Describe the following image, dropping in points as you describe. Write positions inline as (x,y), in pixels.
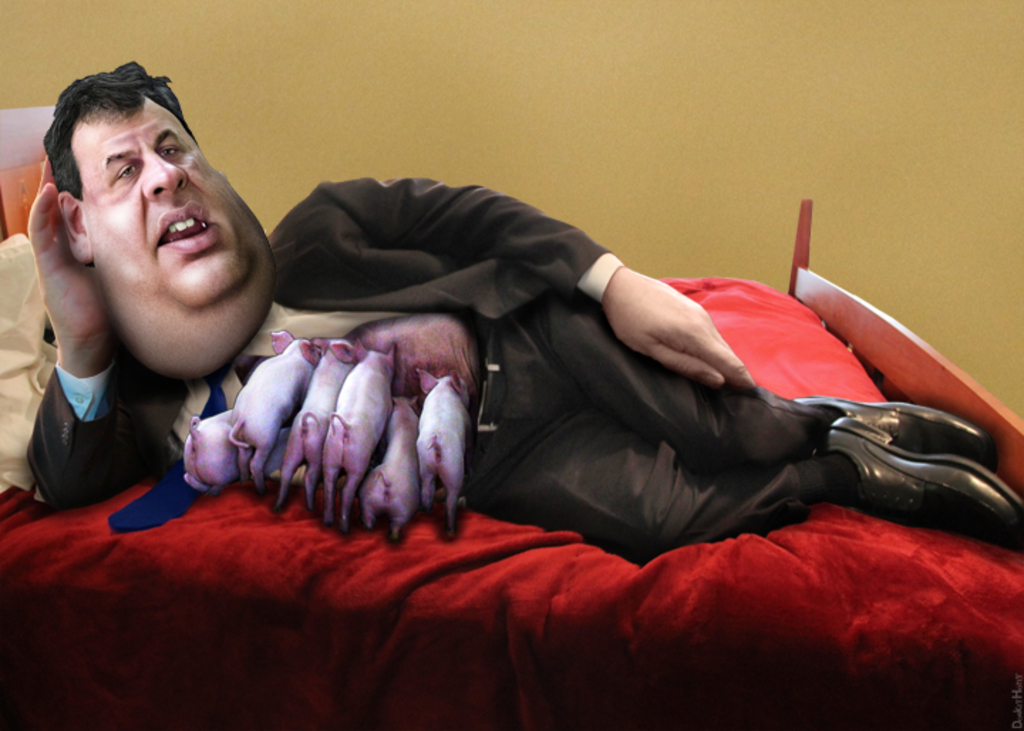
In this picture we can see cartoon. Here we can see man (602,368) who is lying on the bed (737,582). On the back (617,96) we can see wall (763,208). Here we can see bed sheet (591,622) and pillows (17,278).
